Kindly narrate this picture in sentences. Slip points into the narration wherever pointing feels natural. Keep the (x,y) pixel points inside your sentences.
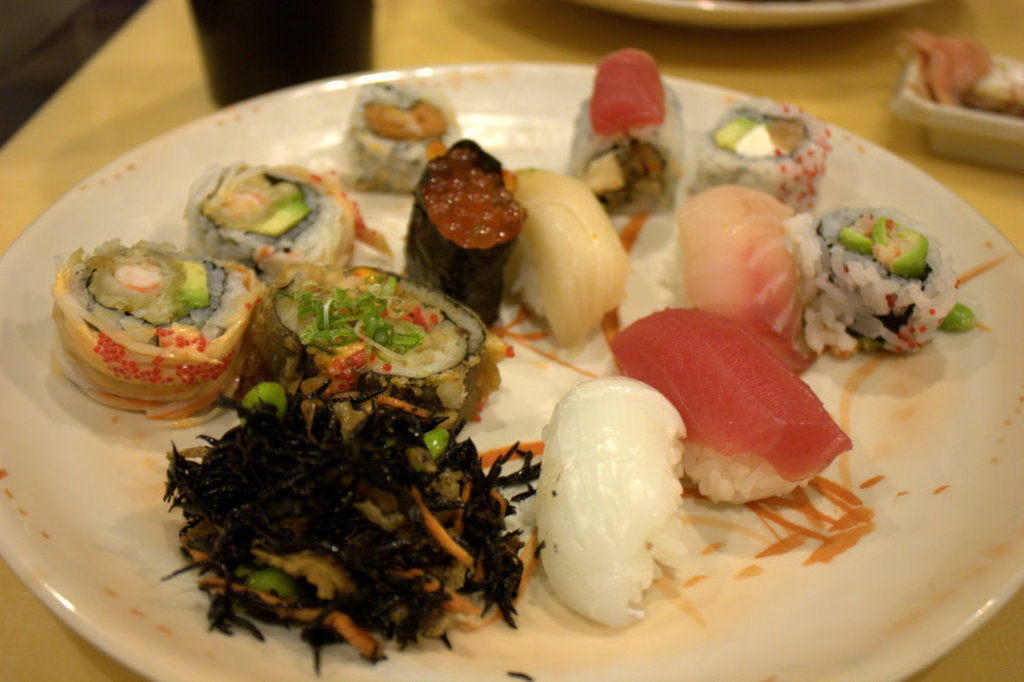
In the center of the image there is a table (100,104). On the table (194,40) we can see a food items (721,208) is present on the plate (541,344).
